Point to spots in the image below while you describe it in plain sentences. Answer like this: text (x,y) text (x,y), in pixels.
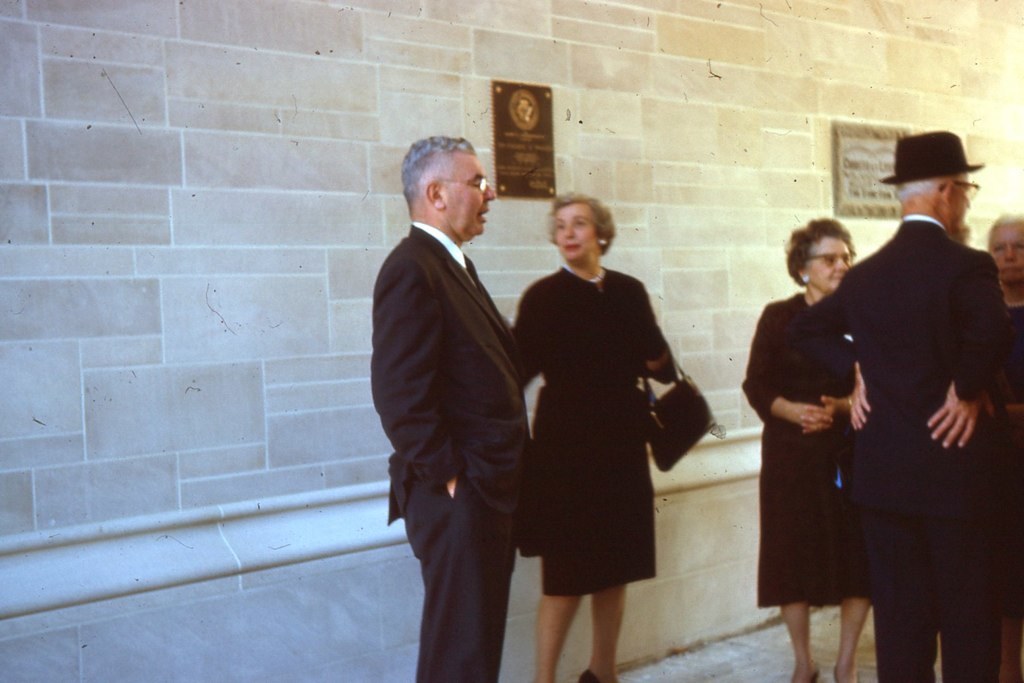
This picture is taken outside. In this image, we can see a group of people (760,380) wearing a black color dress (878,462) is standing on the ground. In the background (798,193), we can see a wall (809,198), on the wall (792,116), we can see some frames (536,148) are attached to it, on the frames (519,145), we can see some text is written on it.
